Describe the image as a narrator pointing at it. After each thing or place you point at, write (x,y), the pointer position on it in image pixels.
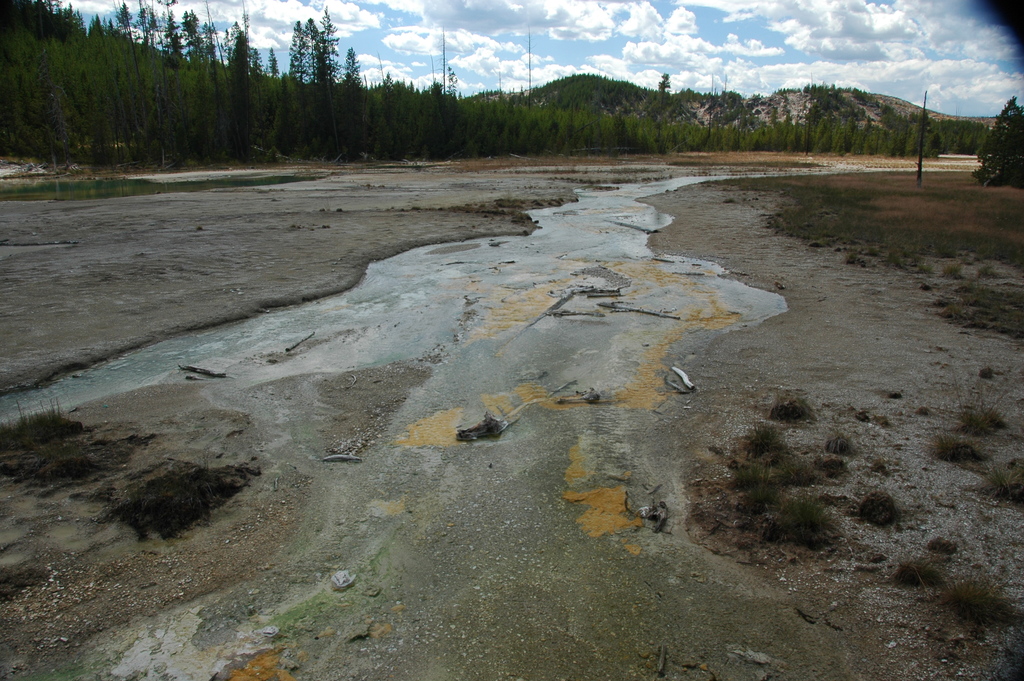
In this image, we can see plants (878,512), water (523,335) and algae (506,325). At the top of the image (1001,144), there are so many trees (260,116), pole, hills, plants (933,175), water (191,183) and cloudy sky (617,34).
